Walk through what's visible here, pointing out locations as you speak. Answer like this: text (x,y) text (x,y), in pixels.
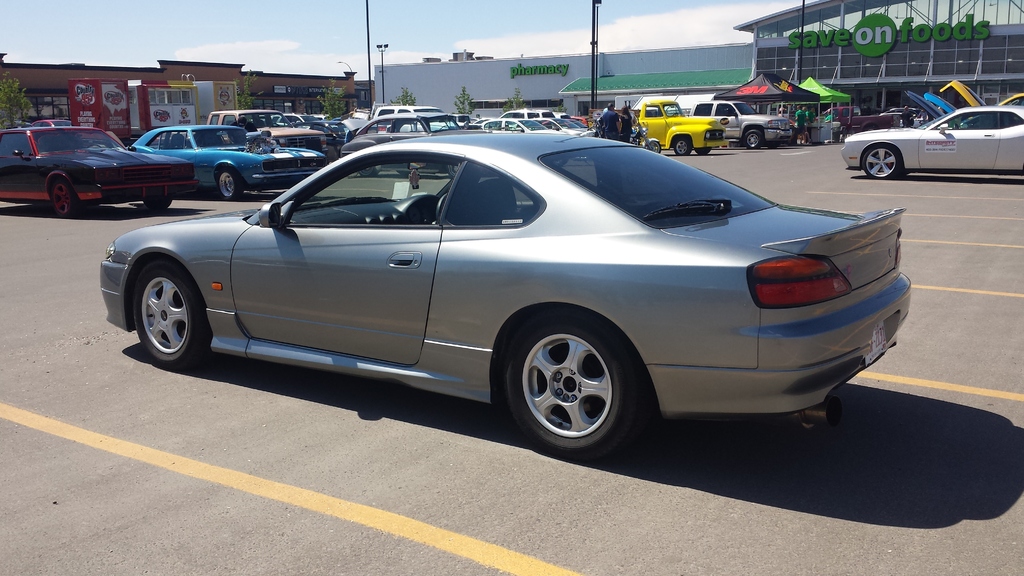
In this picture we many vehicles (862,140) on the road (463,422). In the background (993,31) there are different stores (671,48) outside which people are standing.
